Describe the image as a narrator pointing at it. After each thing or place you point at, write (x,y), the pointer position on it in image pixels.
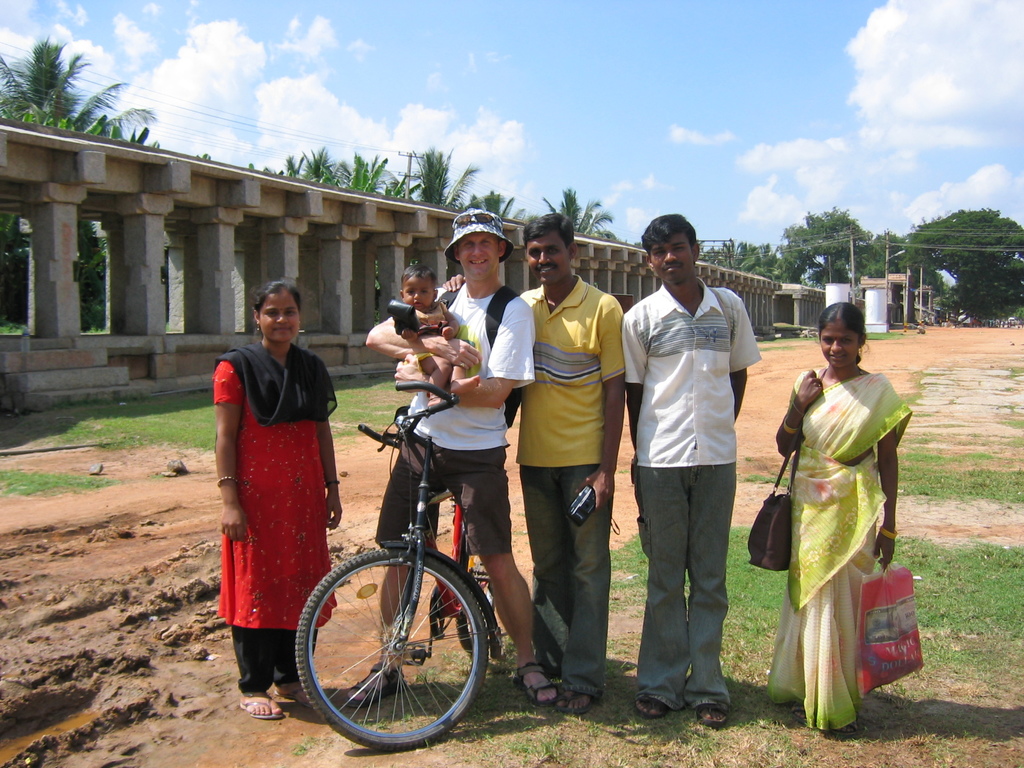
As we can see in the image there is a sky (713,72), clouds (1022,41), stone pillars (233,196), trees (461,177) and few people (435,419) standing over here.
